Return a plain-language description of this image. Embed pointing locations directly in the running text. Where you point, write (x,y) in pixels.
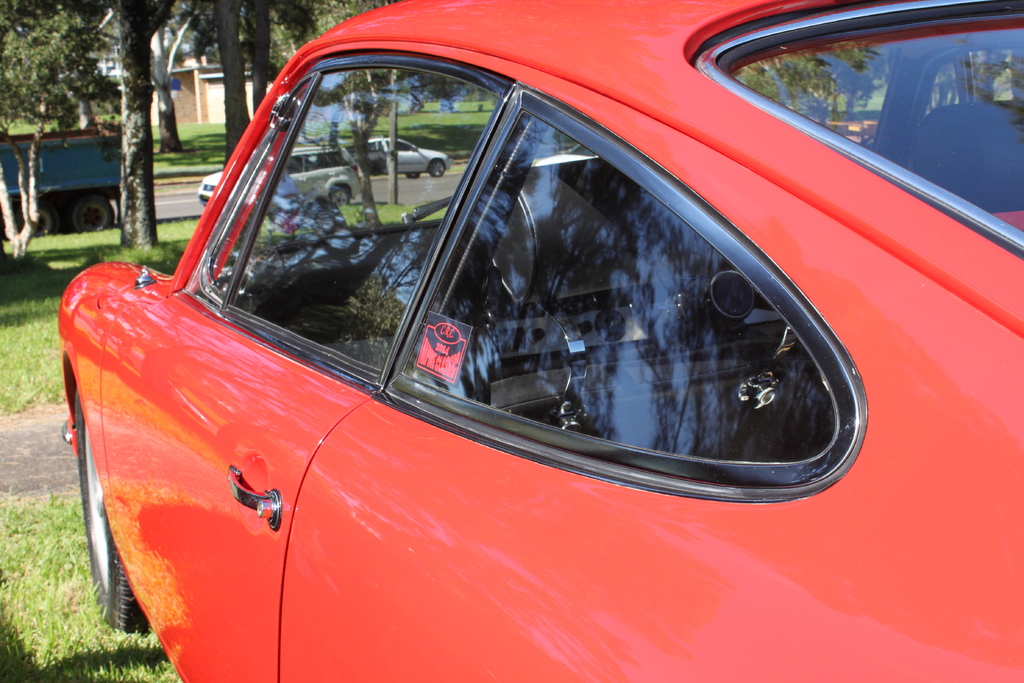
In this image we can see a car (447,544). On the ground (70,545) there is grass (35,405). In the background (64,135) there are trees (232,72), road (429,174), vehicles (297,152) and building (189,89).
